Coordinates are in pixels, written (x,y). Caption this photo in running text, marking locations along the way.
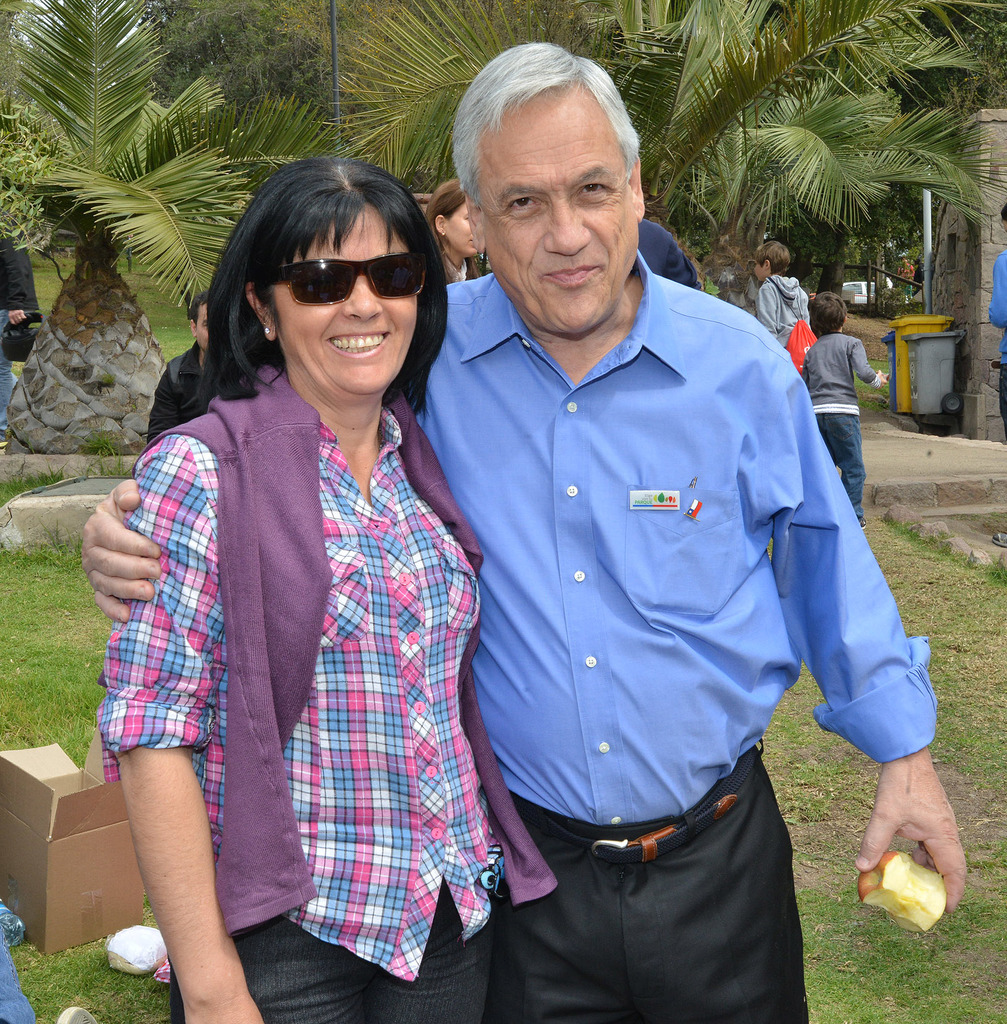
In this image I can see two people (696,773) standing and one person (696,773) is holding an apple (893,893). Back I can see few people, trees (934,168), dustbins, cardboard box (71,800) and few object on the ground (56,685).
